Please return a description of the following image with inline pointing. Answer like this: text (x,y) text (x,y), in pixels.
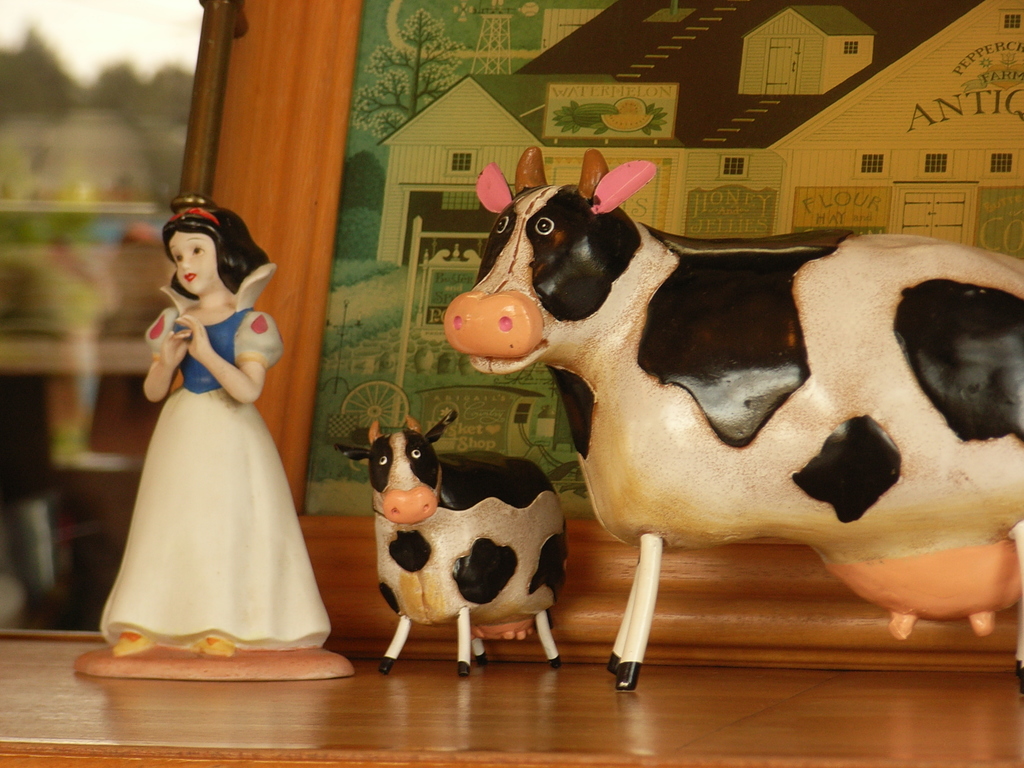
In the center of the image (646,484) there is a depiction of cows (676,547) and there is a depiction of a girl (214,217) on the table (138,691).
